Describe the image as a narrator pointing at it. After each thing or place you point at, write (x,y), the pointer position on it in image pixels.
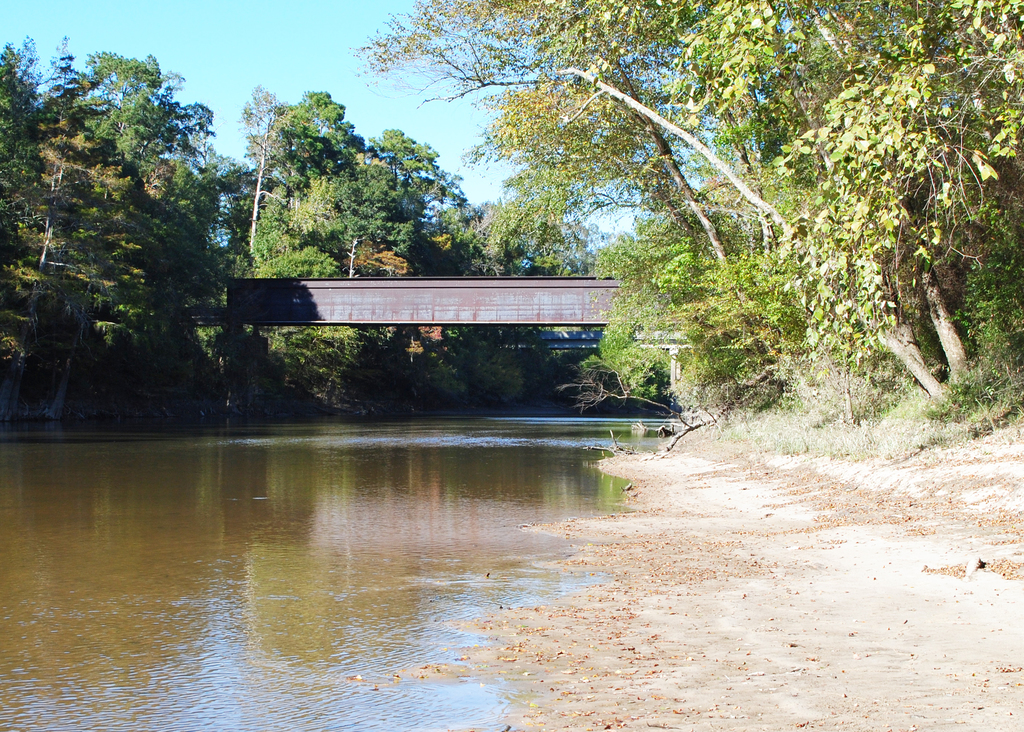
In the image we can see a bridge (317,315), trees (393,329), river (463,537), sand (890,564) and the sky (245,135).
